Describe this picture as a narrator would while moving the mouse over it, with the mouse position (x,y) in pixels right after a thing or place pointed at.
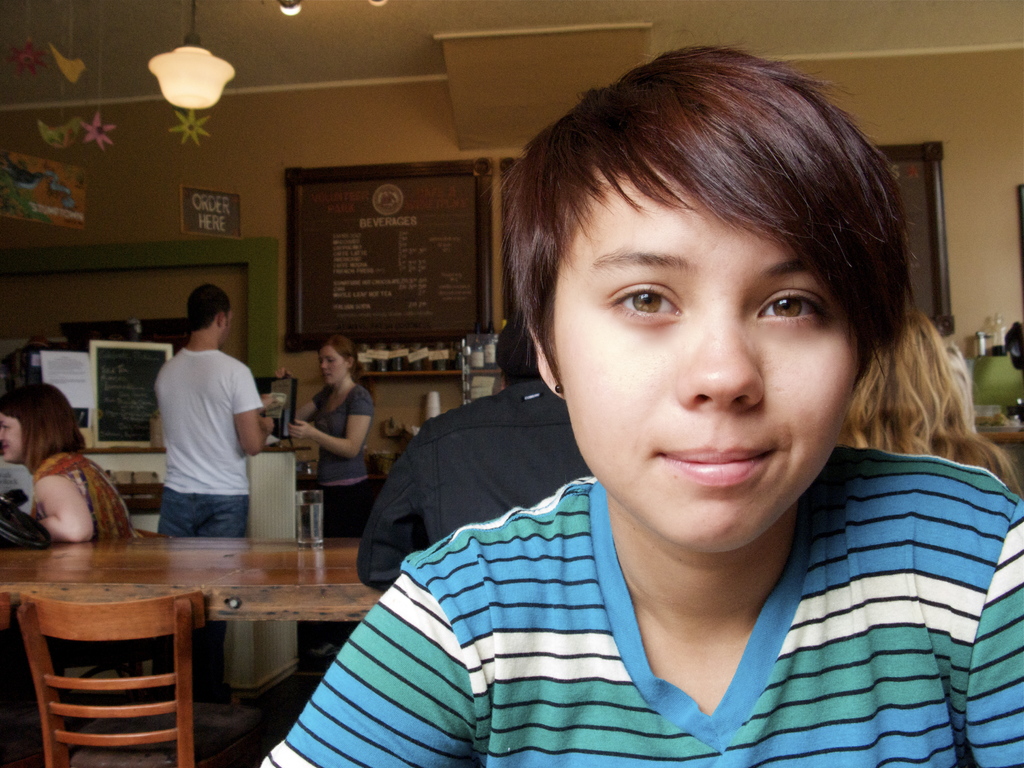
This image is taken in a room (83,291). At the background (937,314) there are few boards (355,241) with a text (360,263) and a shelf (379,372) which has many boxes (419,358) on it and a sign board (216,231). In the left side of the image (4,577) there is a woman (46,408) sitting on chair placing her hand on table (167,565) and there is chair (187,686) and table (68,588) and a person (208,433) standing at the counter (143,504). In the middle of the image (344,372) a woman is standing and making a bill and a table (316,580) has a glass (298,520) on it with water (308,521). In the right side of the image (859,163) one person (983,672) is sitting with a smiling face (679,418). At the top (228,76) the image there is a ceiling (226,5) and a light (190,84) hanged to it.
